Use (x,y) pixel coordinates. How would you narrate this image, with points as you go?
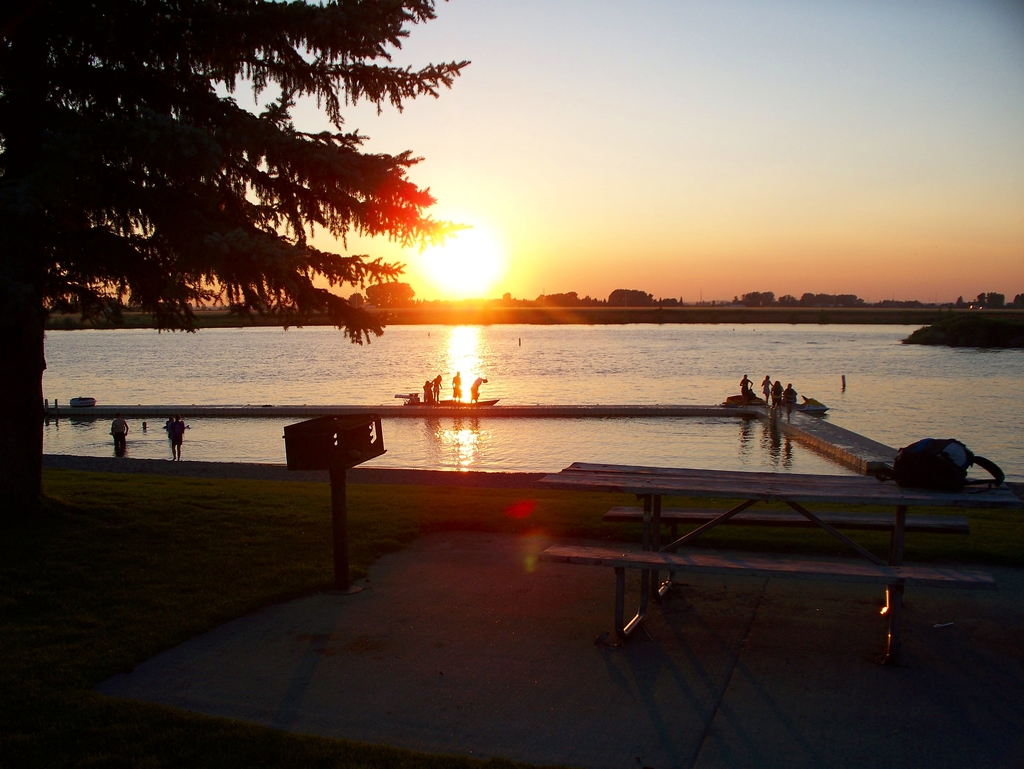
In this image on the right side (947,572) there is a bench (617,556) and pole (341,480) and some box (338,427), and in the background (511,342) there is a beach (906,414) and some persons (171,422) and ships (800,407). On the left side (86,194) there is a tree (88,72), at the bottom (389,655) there is a walkway (622,669) and in the background (757,292) there are some trees (642,301). At the top (666,160) there is sky (479,217) and in the center (450,263) there is sun (476,233).
